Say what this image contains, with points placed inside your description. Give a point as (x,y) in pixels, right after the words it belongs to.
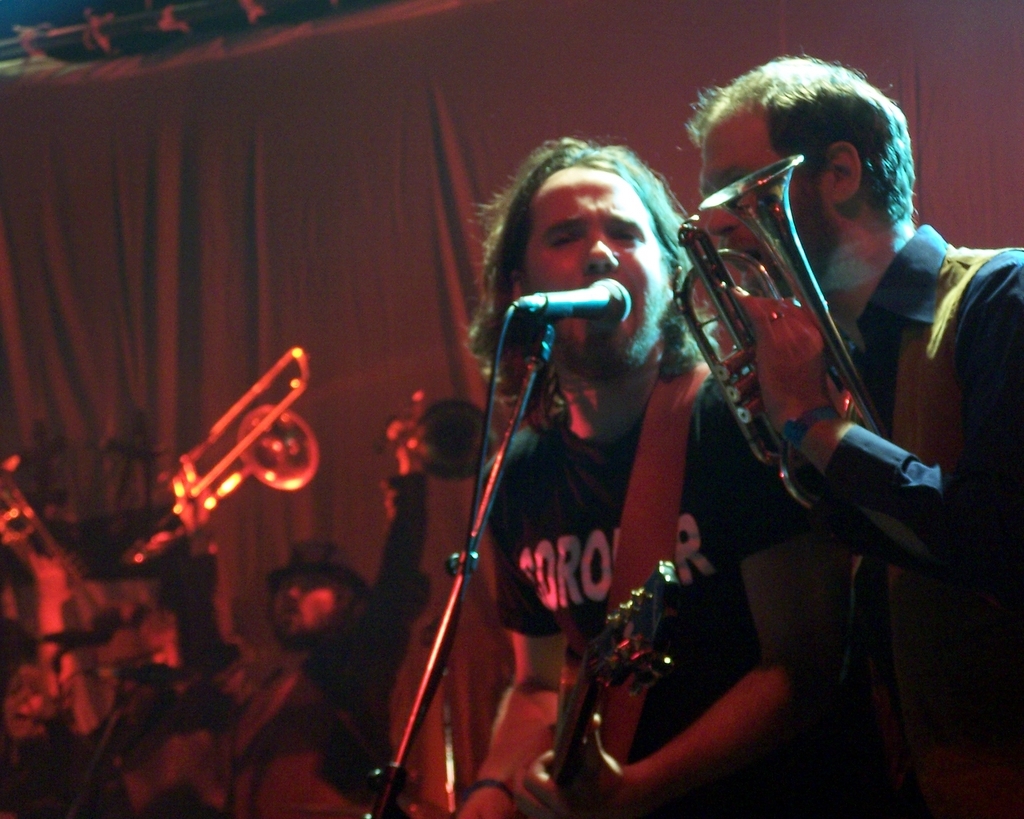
In this image I can see few people (609,453) and I can see all of them are holding musical instruments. In the front (577,305) I can see a mic (563,306) and I can also see this image is little bit blurry in the background (181,460).
